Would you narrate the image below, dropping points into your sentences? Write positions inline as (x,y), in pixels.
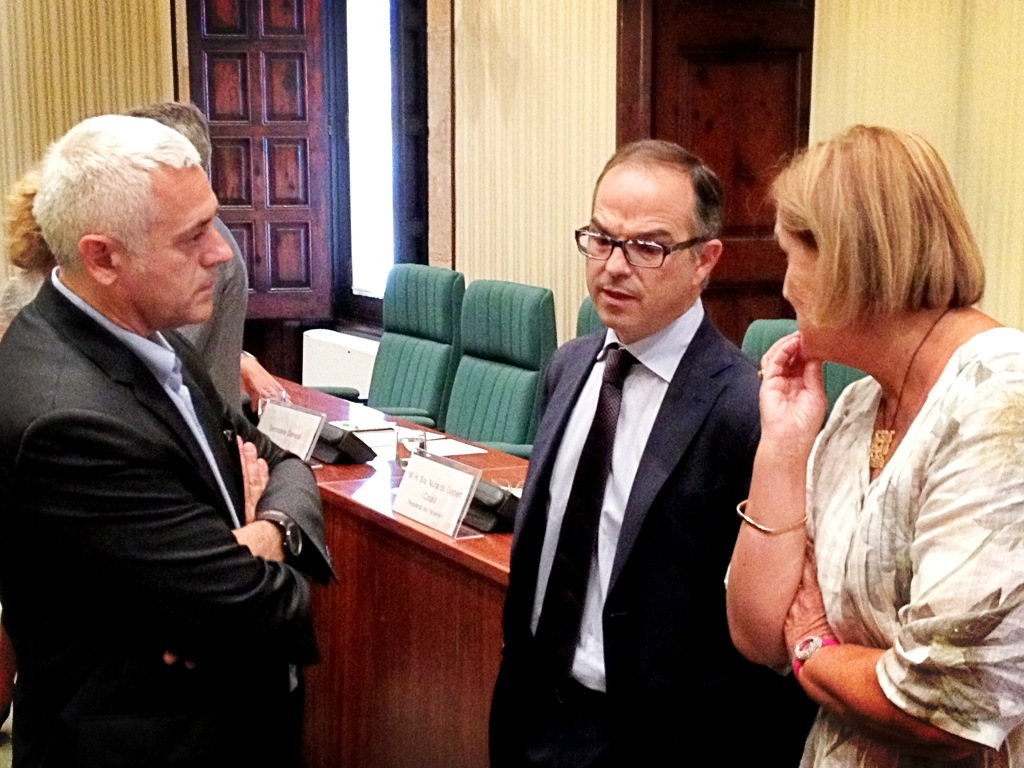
In this picture, we see five people (178,379) are standing. The man (725,437) in the middle of the picture (623,370) wearing a white shirt (617,492) and blue blazer (523,734) is standing and he is talking something. Beside him, the woman (827,461) in the white dress (879,572) is listening to him. Behind them, we see a table (437,536) on which name boards (407,494) and papers (390,468) are placed. Beside that, there are chairs (434,365) in green color. In the background (479,154), we see curtains (126,91), wall (473,127) and a brown color door (309,68).
